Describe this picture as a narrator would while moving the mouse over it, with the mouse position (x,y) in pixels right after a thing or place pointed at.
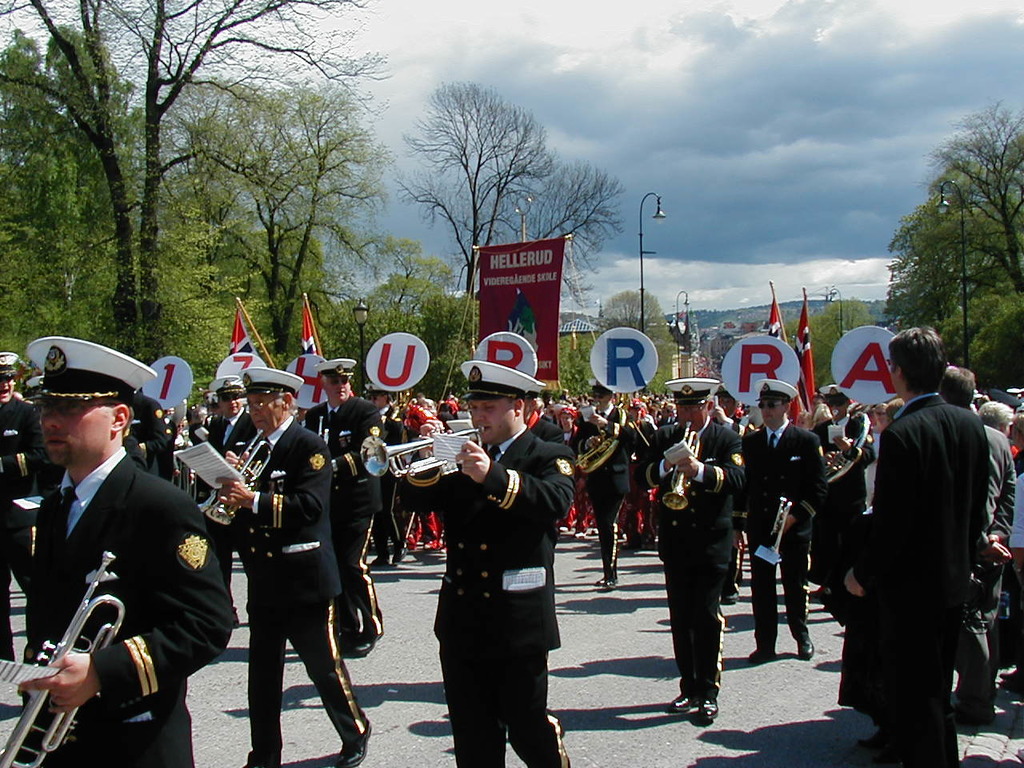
In this image I can see number of people (560,508) are standing, I can see many of them are holding musical instruments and I can see many of them are wearing uniforms (530,546). I can also see many of them are wearing caps (495,386). In the background (847,340) I can see number of boards (863,358), few flags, few poles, number of trees (991,333), few lights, clouds (710,134), the sky (793,92) and on these boards (864,345) I can see something is written.
